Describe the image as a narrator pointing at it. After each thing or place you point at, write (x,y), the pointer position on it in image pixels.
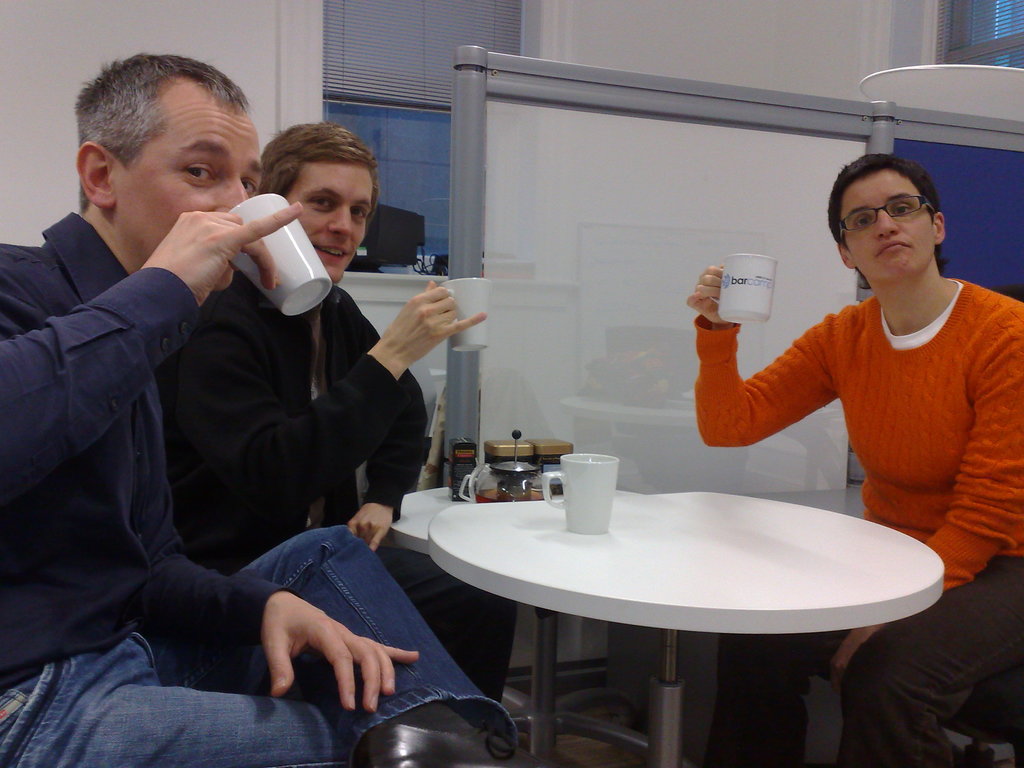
As we can see in the image, there are three people (231,106) sitting on chairs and holding cups (298,231) in their hands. In front of them there is a table (636,504) and white cup (588,509) on table (616,551) and there is a white color wall (669,52) over here.
